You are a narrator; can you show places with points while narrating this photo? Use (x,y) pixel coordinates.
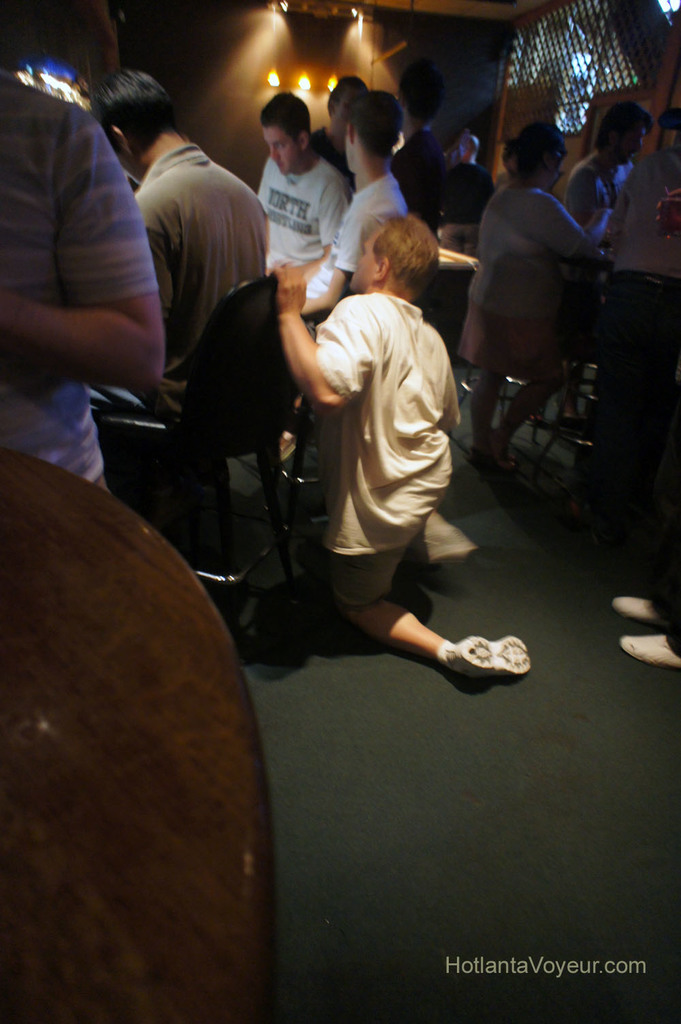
In this image there are table (45,715) and chairs (248,372). There are a few (558,214) standing and a few (221,256) sitting on the chairs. In the center (375,462) there is a man (348,606) kneeling on the ground (339,646). In the background (282,84) there are lights (273,78) on the wall (266,42). In the bottom right (473,966) there is text (505,958) on the image.
